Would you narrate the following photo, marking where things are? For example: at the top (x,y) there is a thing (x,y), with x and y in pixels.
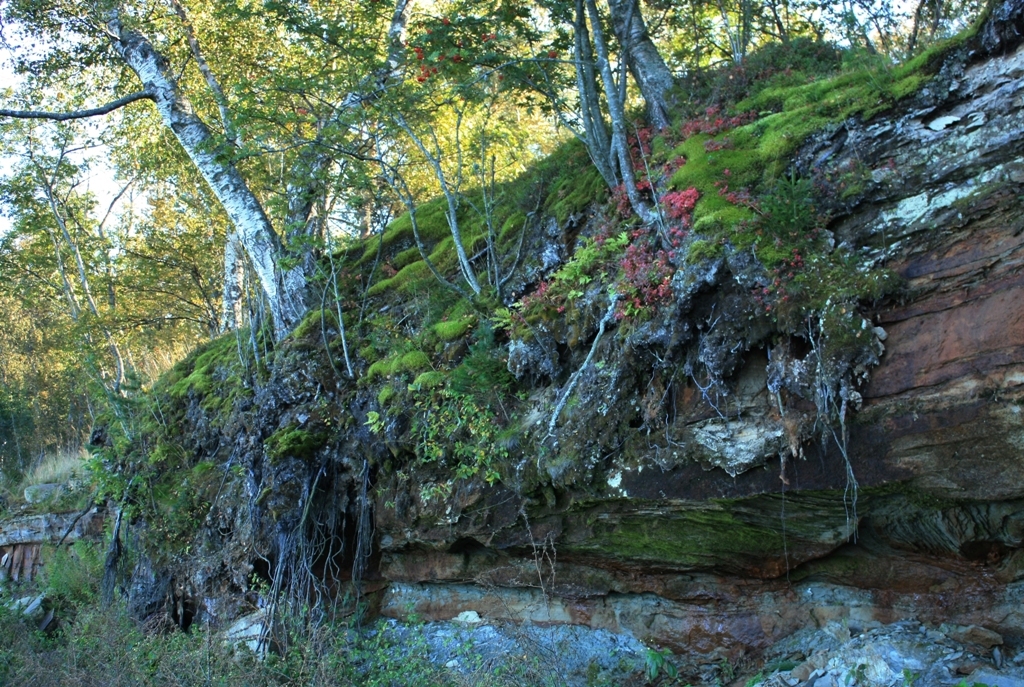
In this image, we can see trees (605,95) on the hill (558,199).
